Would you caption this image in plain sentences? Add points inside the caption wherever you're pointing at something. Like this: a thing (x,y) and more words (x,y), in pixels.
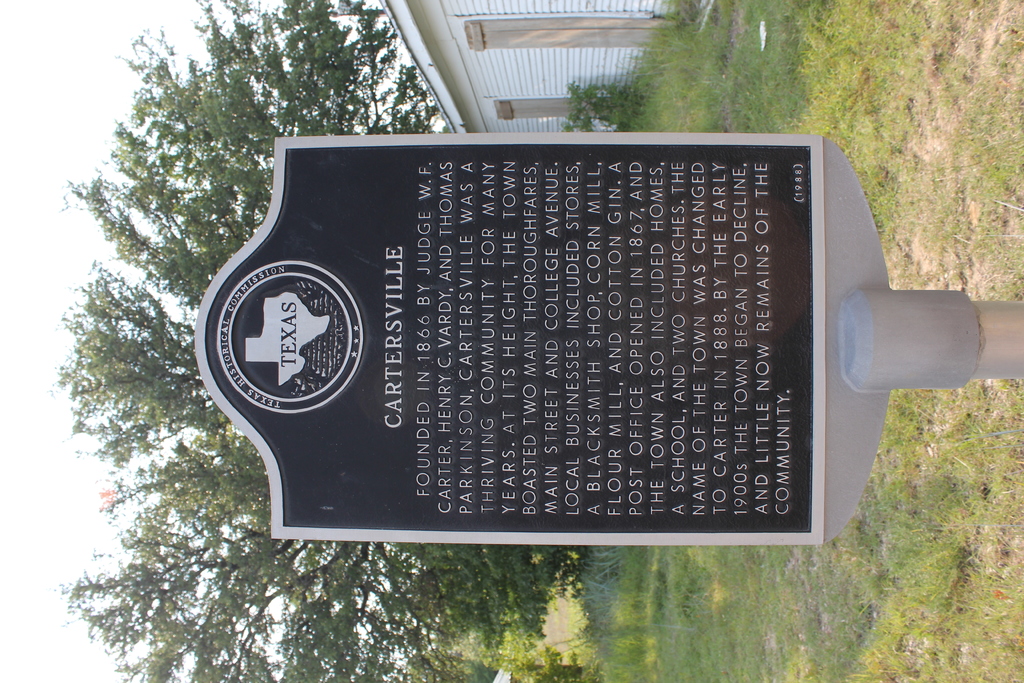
In the foreground (284,185) we can see sign board (553,295) with some text (647,299) on it. In the middle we can see trees (418,598), building (560,38), plant (623,105) and grass (814,633). On the right (756,668) there is grass (946,163). On the left (41,295) there is sky (55,303).
